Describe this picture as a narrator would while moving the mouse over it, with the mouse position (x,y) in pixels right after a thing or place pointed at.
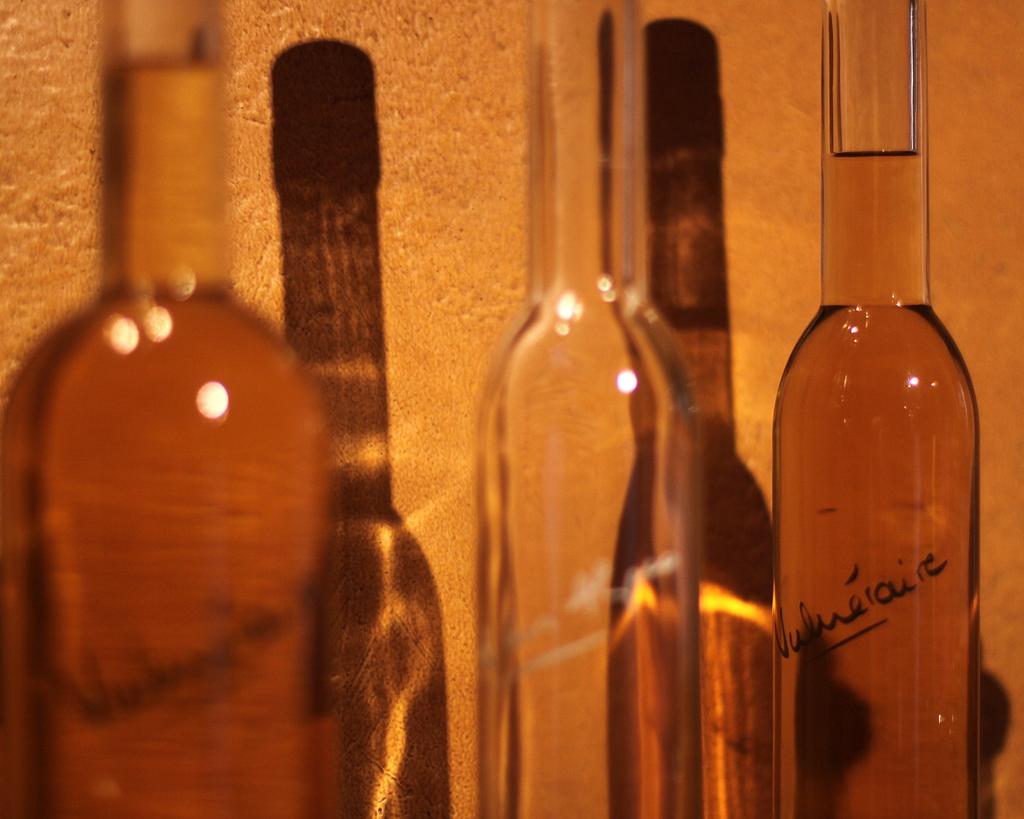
in this picture there are glass bottles (182,523), which are arranged across the image.
